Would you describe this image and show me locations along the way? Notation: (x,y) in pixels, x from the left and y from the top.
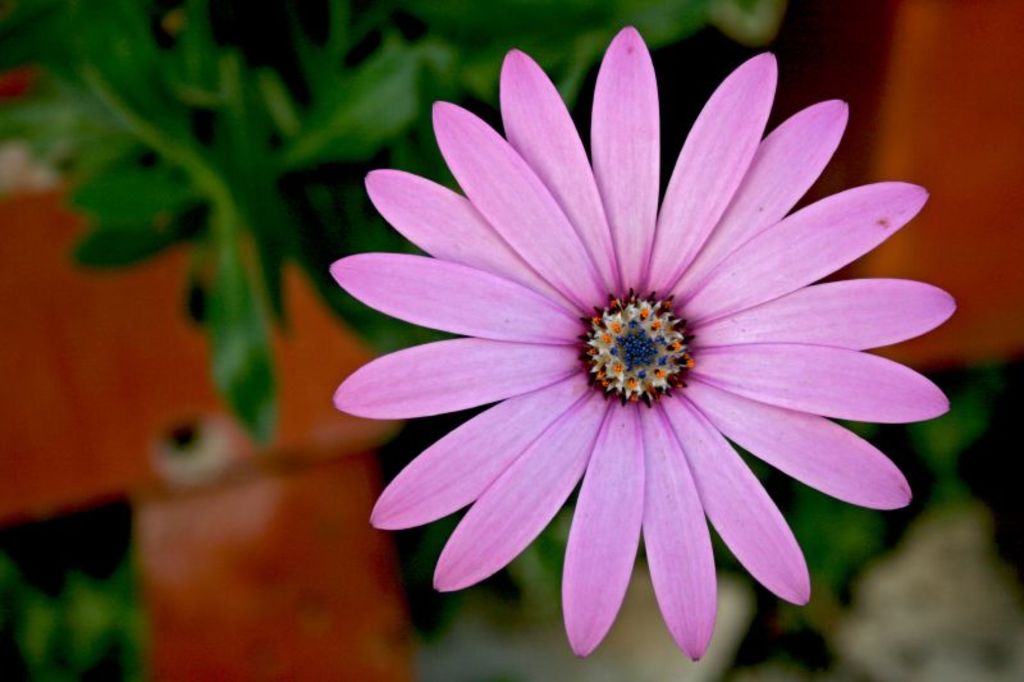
We can see pink flower (690,138). Background (166,200) it is green.
